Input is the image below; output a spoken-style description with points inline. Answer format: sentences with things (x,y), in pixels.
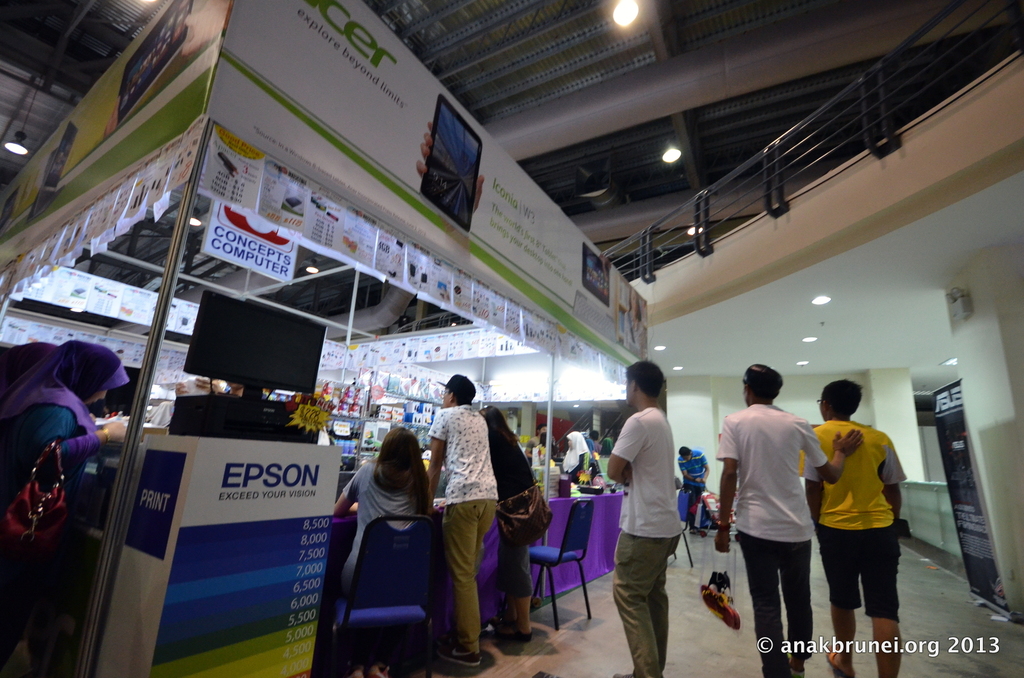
In this image in the center (607,411) there are group of persons (358,502) standing and sitting and walking. On the left side (322,527) there is a board (236,487) with some text (228,470) written on it and on the top of the board (211,463) there is monitor (264,358) and on the top (91,215) there are papers (253,210) hanging and there are persons (518,467). On the right side (834,128) there is a railing (808,134) and there are lights (615,14) hanging. In the background (704,422) there is a wall (720,404) and in front of the wall (701,397) there are persons (696,479) standing and sitting.
